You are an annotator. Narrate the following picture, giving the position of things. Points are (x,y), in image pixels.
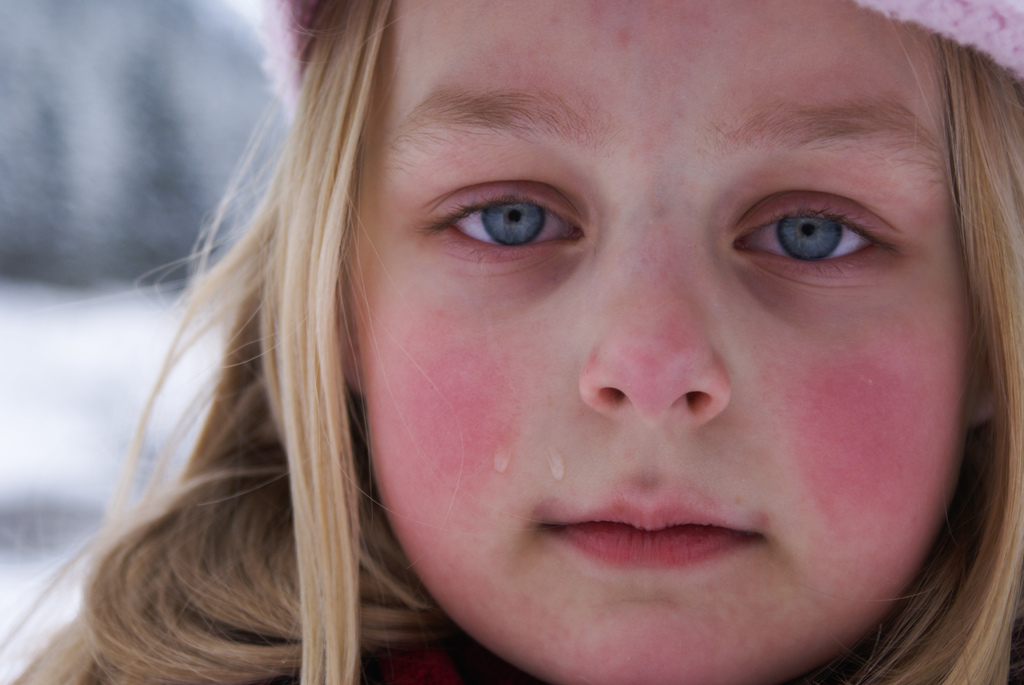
This image consists of a girl (585,491) crying. The background (179,17) is blurred.
